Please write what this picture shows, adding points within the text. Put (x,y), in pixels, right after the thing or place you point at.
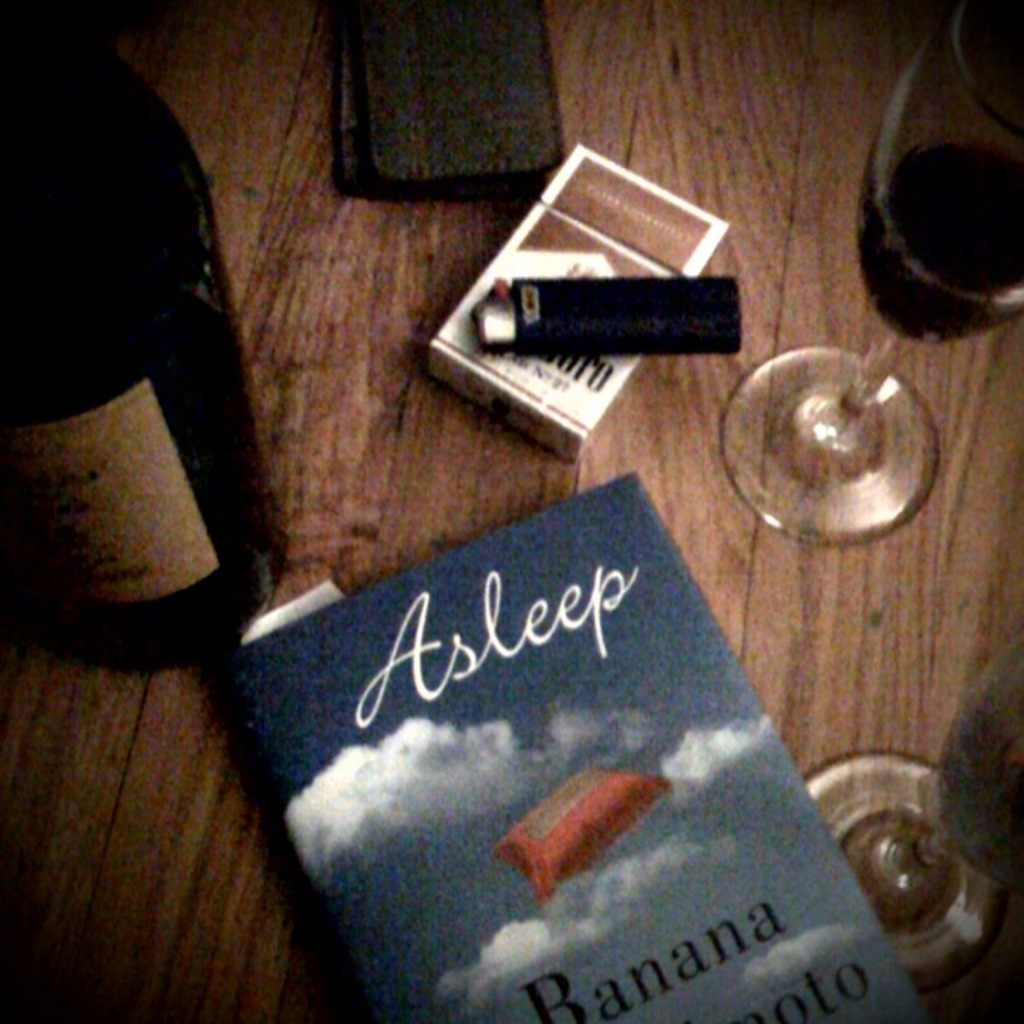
Here in this picture we can see a table (356,490) present, on which we can see a book (709,823), a couple of glasses (904,898) with wine (1005,219) in it and a lighter (664,329) and a cigarette packet (480,379) and a bottle of wine (166,350) all present on the table (254,406) over there.
